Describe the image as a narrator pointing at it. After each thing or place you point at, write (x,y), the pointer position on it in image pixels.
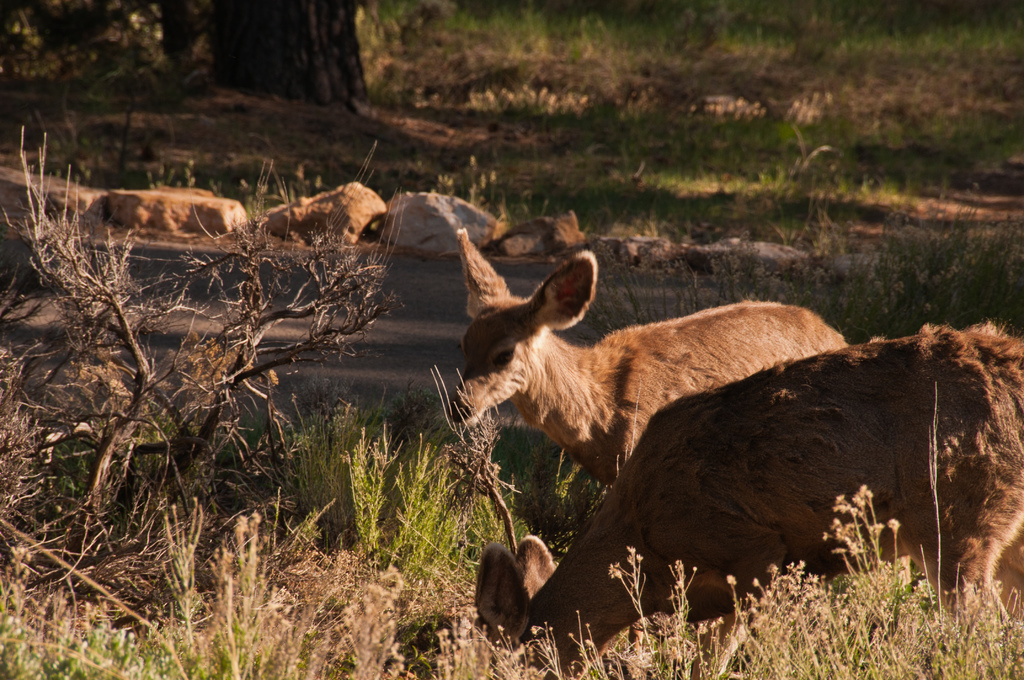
In this image I can see an open grass ground (711,112) and on it I can see few stones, few plants (437,478) and two deer (700,524). I can also see a tree trunk like thing (321,99) on the top left side of the image (270,10).
